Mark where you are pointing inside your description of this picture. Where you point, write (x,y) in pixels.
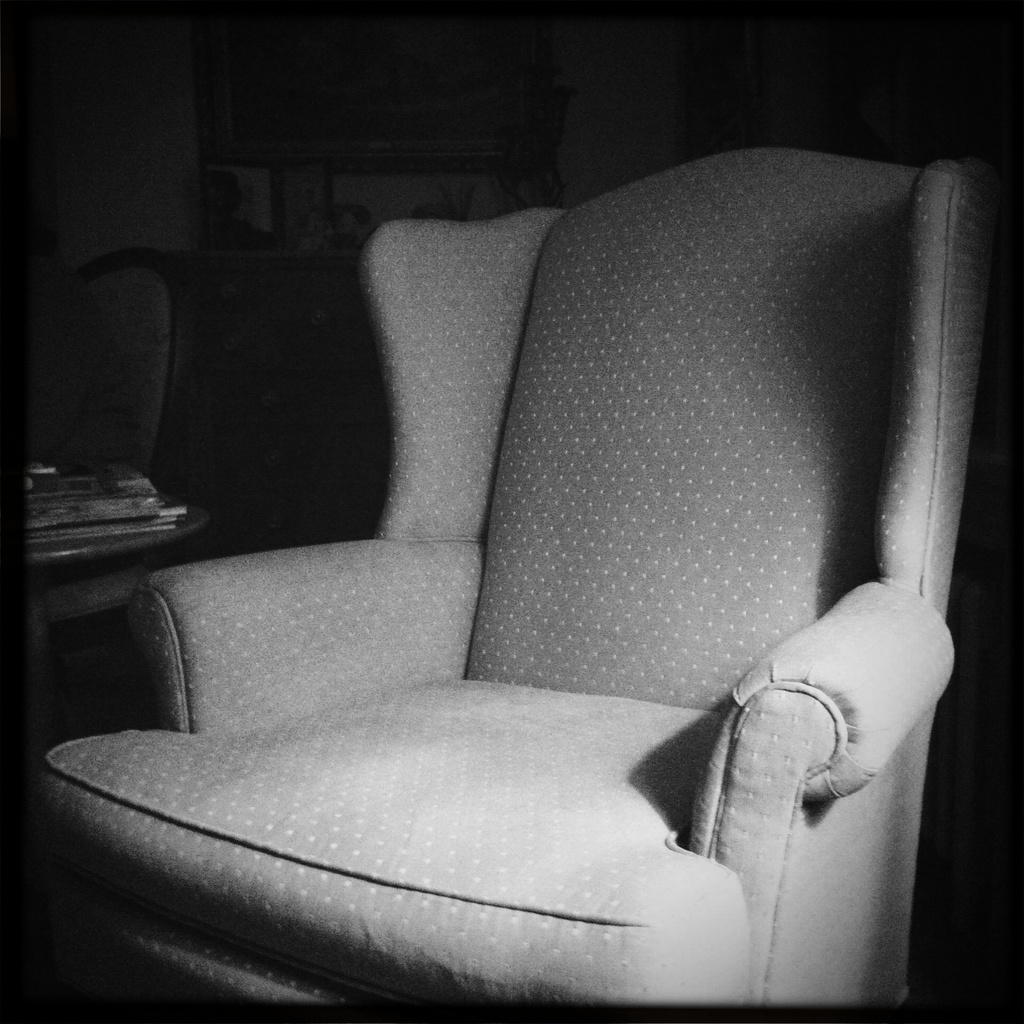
This is a black and white picture. In this there is a chair (551,684). In the back (103,530) there is a table (121,544) with books (116,530).
